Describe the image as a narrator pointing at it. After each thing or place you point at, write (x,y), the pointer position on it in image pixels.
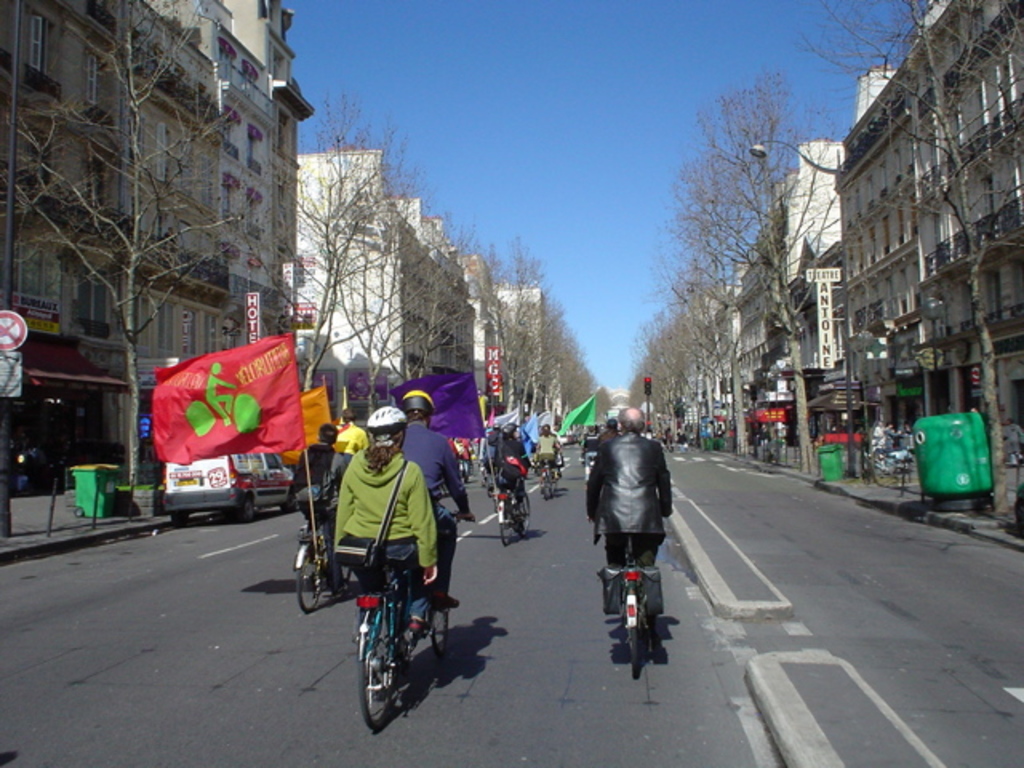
In this picture I can see few people (415,494) riding bicycles (519,518) and I can see few flags (454,436), trees (551,350), buildings (503,305) and I can see a pole light (799,147) and couple of dustbins (835,459) and I can see cars (224,456) on the road (571,467) and a traffic signal light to the pole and I can see blue sky (554,122).
